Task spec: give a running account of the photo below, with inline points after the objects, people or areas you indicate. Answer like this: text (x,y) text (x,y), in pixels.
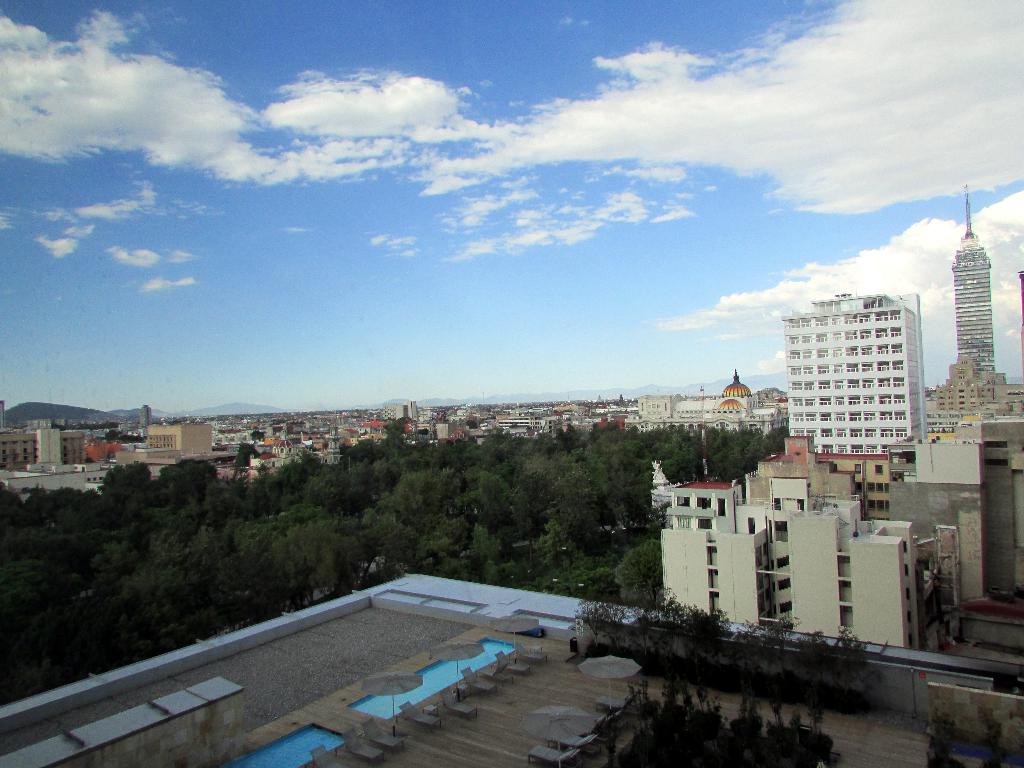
In this picture I can see buildings (206,431), trees (379,474) and few umbrellas (574,715), chairs (495,663) and I can see couple of swimming pools (395,711) and plants (762,679) on the terrace (453,720) of a building (550,688) and I can see hills (233,407) in the back (238,399) and a blue cloudy sky (385,220).
